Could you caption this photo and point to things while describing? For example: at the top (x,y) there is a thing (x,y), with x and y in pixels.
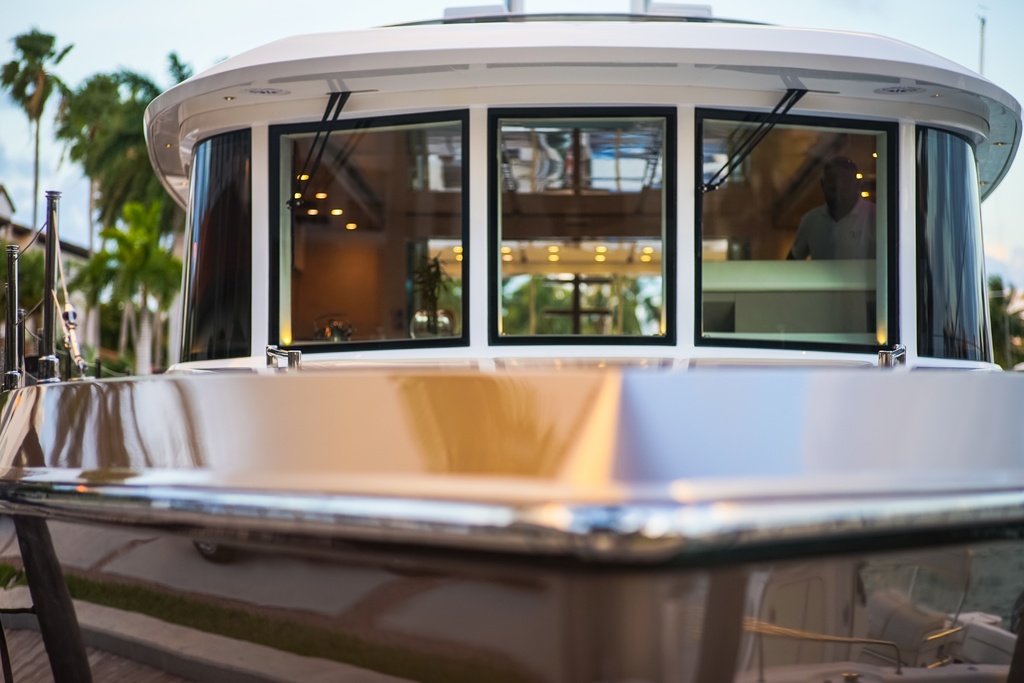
In the center of the image (489,347) there is a boat (616,376). A man (828,185) is sitting in the boat (857,278) on the right side of the image (845,205). On the left side of the image (151,179) trees (135,243) are present. At the top of the image (170,23) sky (181,30) is there.
